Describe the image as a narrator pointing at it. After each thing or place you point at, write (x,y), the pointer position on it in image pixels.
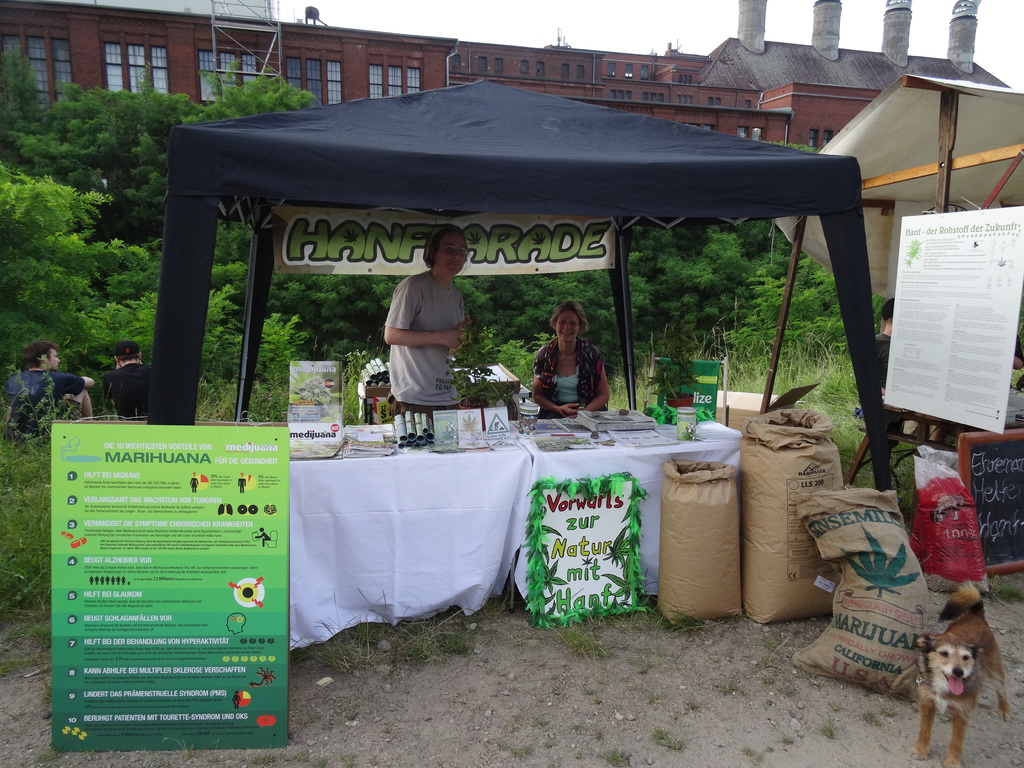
In this picture we can see the outside shop (394,490) with an man (449,336) and woman (552,362) in the front (422,414) and looking to the camera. Beside them there is a brown color jute bags (773,533) and poster banner (193,660). Behind there are some trees (125,256) and brown building (376,78) with glass window (395,75) and four chimneys (839,37) on the top (823,30).
